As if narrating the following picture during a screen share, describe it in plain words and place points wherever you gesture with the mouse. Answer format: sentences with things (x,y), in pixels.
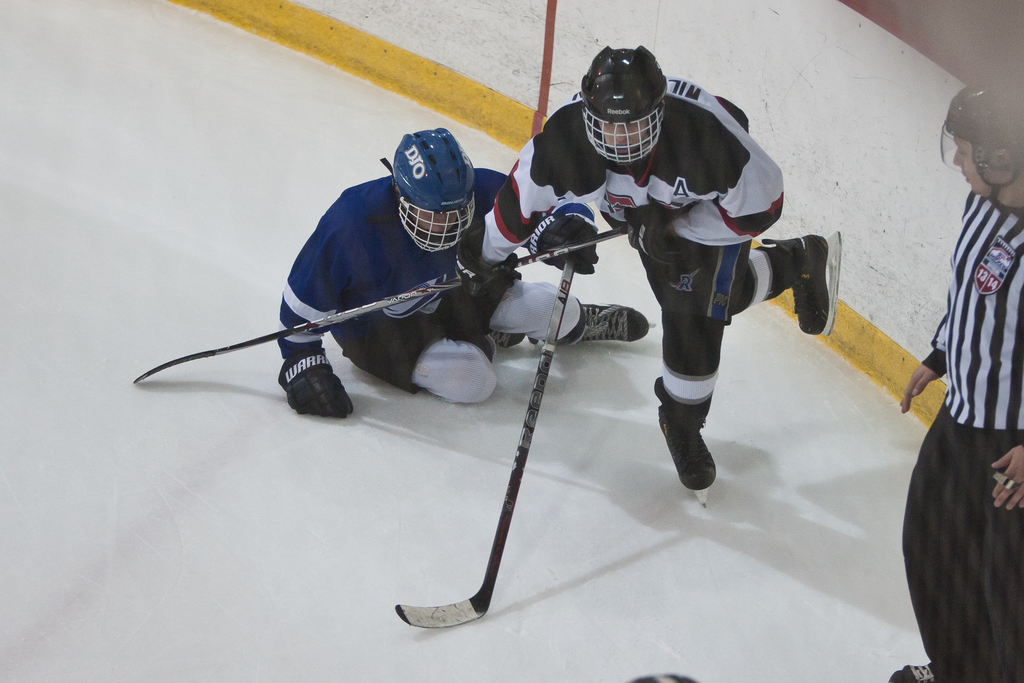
In this image in the center (502,269) there are persons (508,274) playing. In the front (981,426) on the right side (983,429) there is a person (983,429) standing. In the background (849,17) there is a wall (947,22).
